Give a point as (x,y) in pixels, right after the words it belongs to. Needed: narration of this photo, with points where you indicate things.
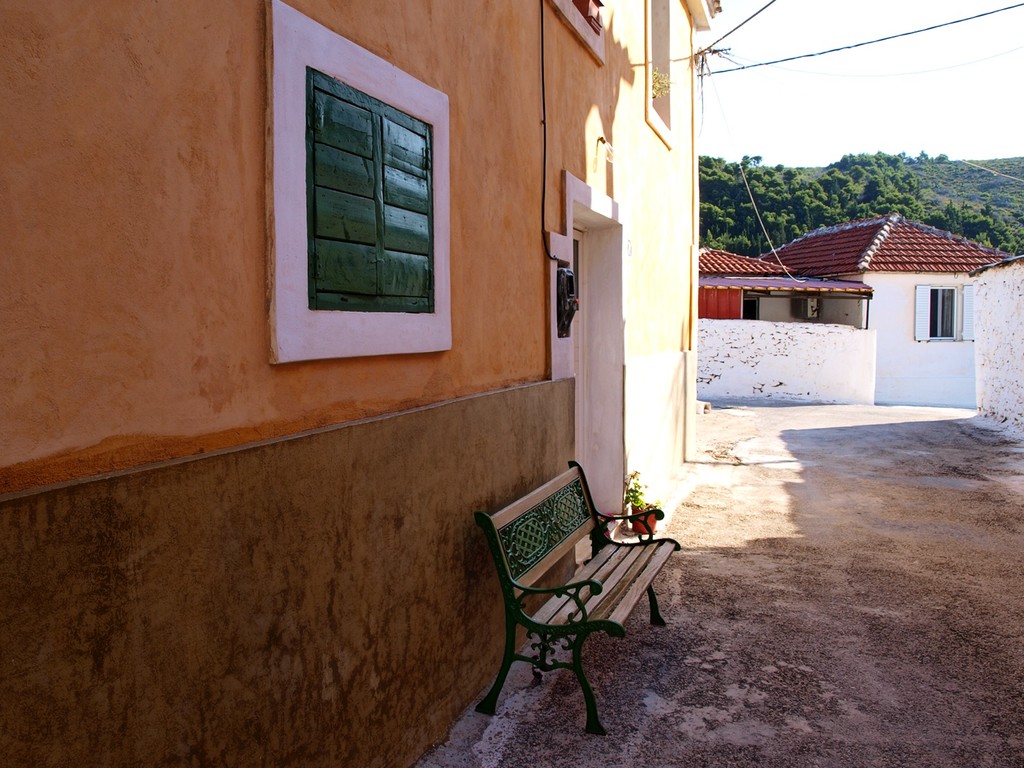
In this image we can see a building (469,293) beside that there is a bench (585,534) and a flower pot (652,506). We can see two houses (875,309) and in the background (879,166) there are few trees (783,199).
